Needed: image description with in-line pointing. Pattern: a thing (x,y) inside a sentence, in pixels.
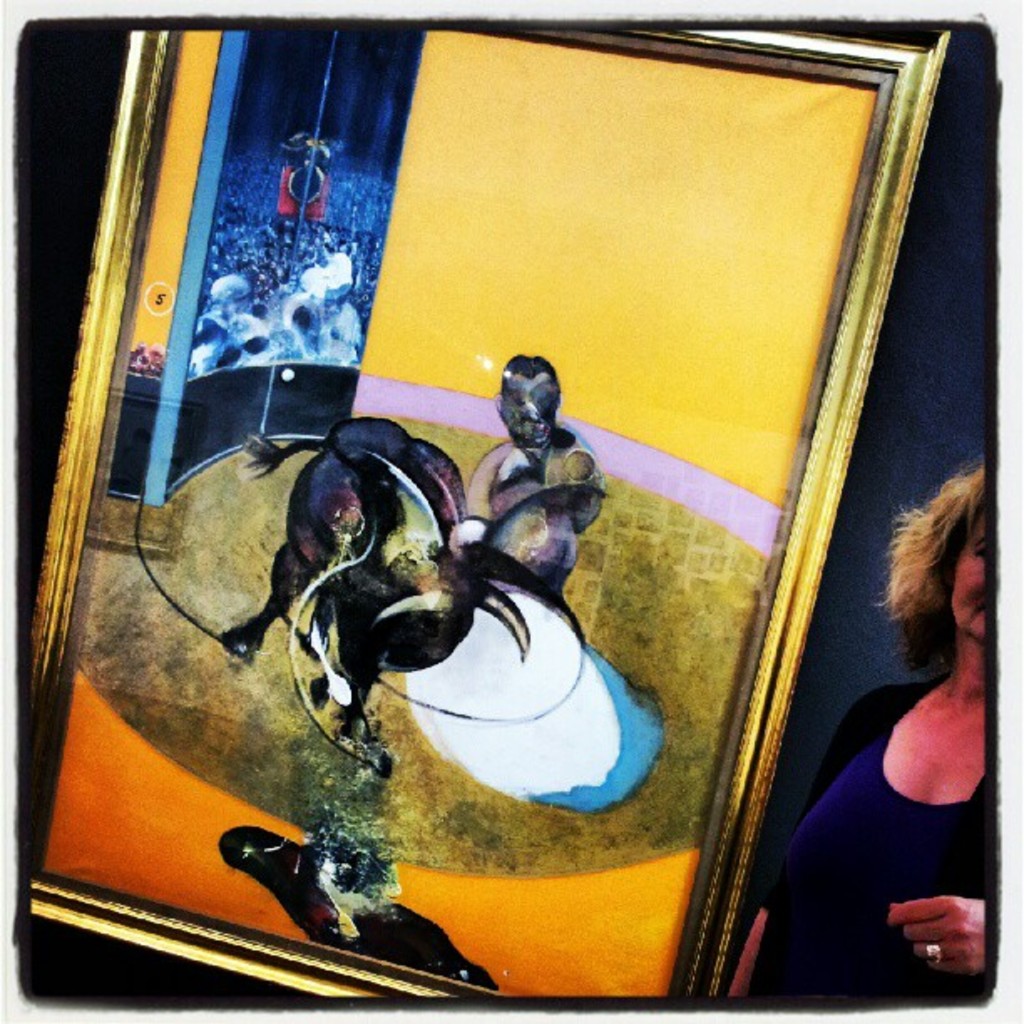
In this image, we can see a painting (359,433) with frame (78,368) on the wall (832,631). Right side of the image (900,833), we can see a woman (918,825).
